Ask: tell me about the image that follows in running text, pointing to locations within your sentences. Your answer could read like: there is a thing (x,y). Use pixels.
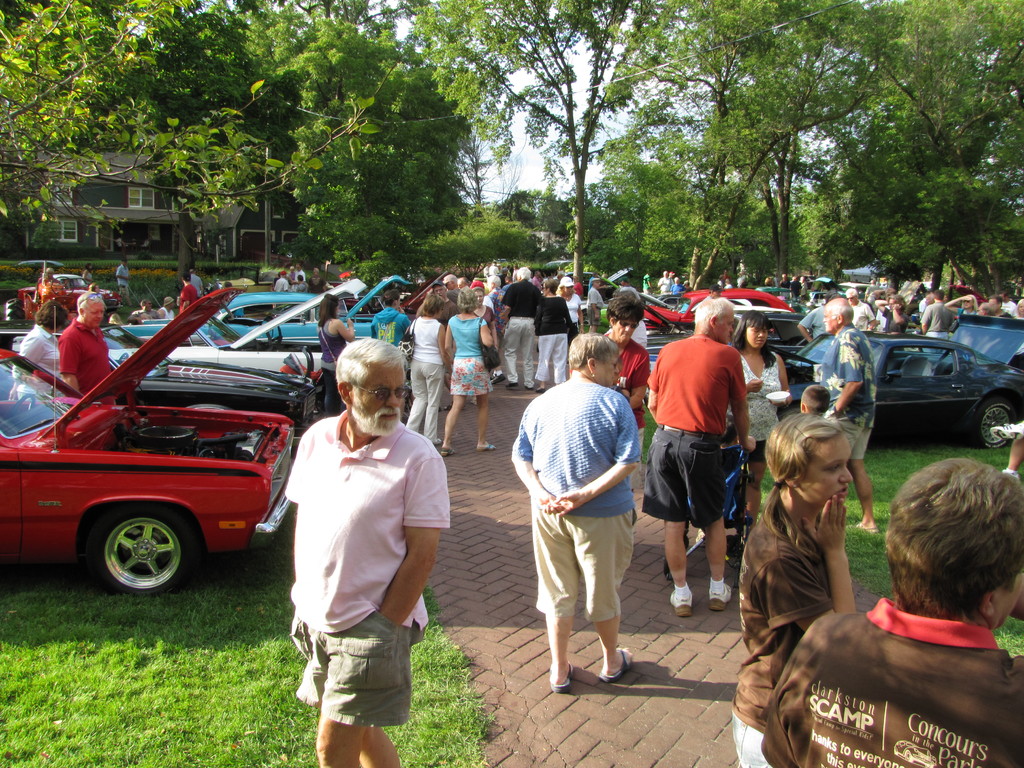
In this image I can see many people (910,507) and also there are many cars (359,327) at the back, there are many trees (185,249) and a house (167,207) and in the background (533,153) I can see white color.
